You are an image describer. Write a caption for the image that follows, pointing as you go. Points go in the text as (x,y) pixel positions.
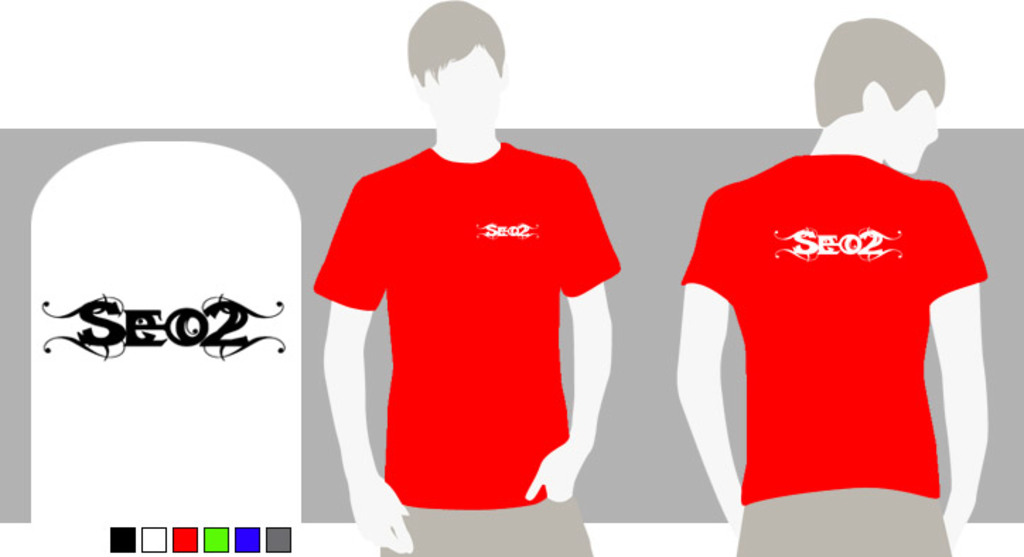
On the left side (133,321) something is written. In the middle (366,212) and right side (782,359) there are drawing (487,155) of two persons (868,321) with red t shirts (543,282). On that something is written. In the left bottom corners there are different color in the square boxes (153,537).
